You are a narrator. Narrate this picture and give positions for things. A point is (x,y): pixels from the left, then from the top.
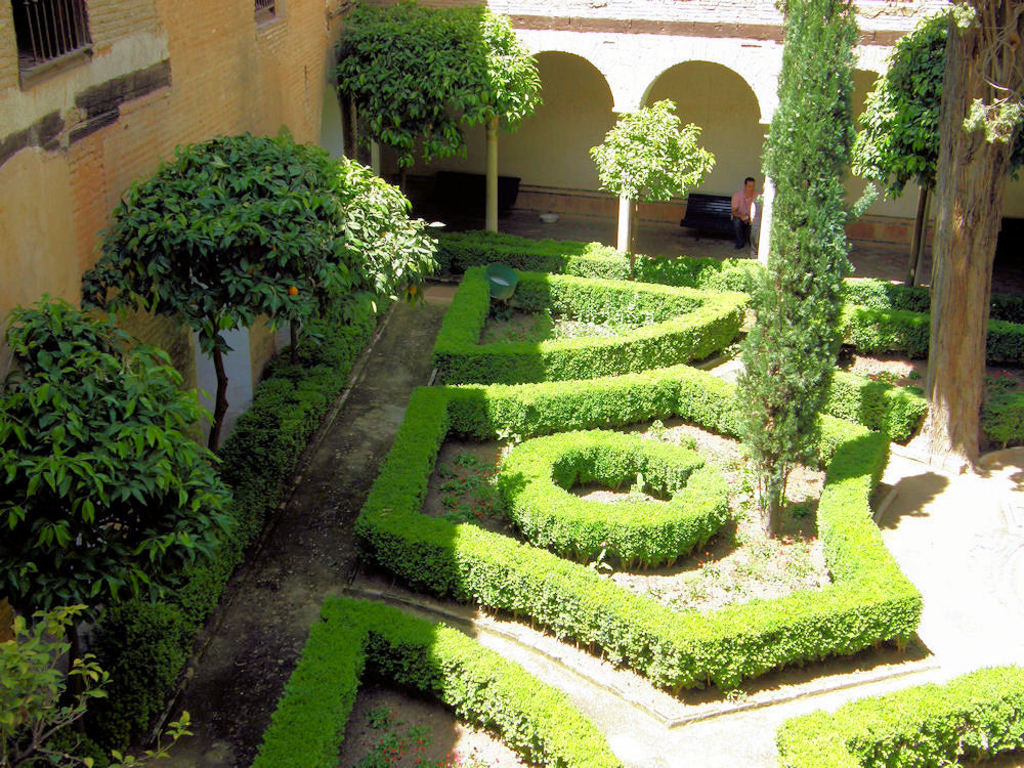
At the bottom of the image (131,557) there are some plants (1009,350) and trees (131,557). Behind the trees (920,195) there is a building (690,9), in the building (729,144) a man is standing.
